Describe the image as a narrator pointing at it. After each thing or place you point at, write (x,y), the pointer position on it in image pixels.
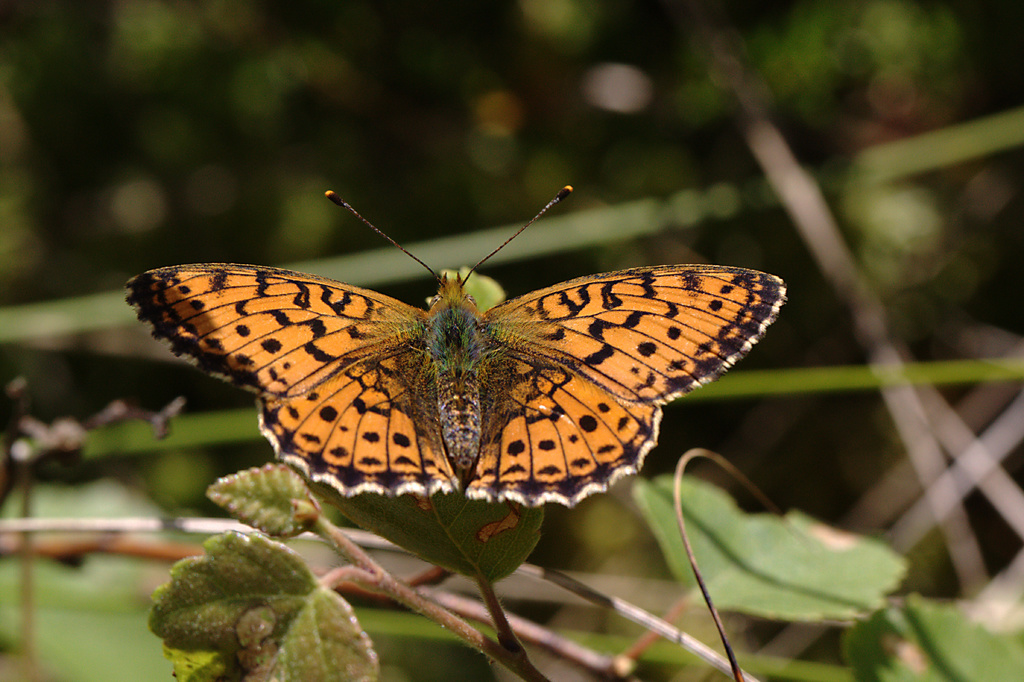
In the picture I can see an orange color butterfly (398,422) on the plant leaves (440,544) and the background of the image (8,110) is blurred.
